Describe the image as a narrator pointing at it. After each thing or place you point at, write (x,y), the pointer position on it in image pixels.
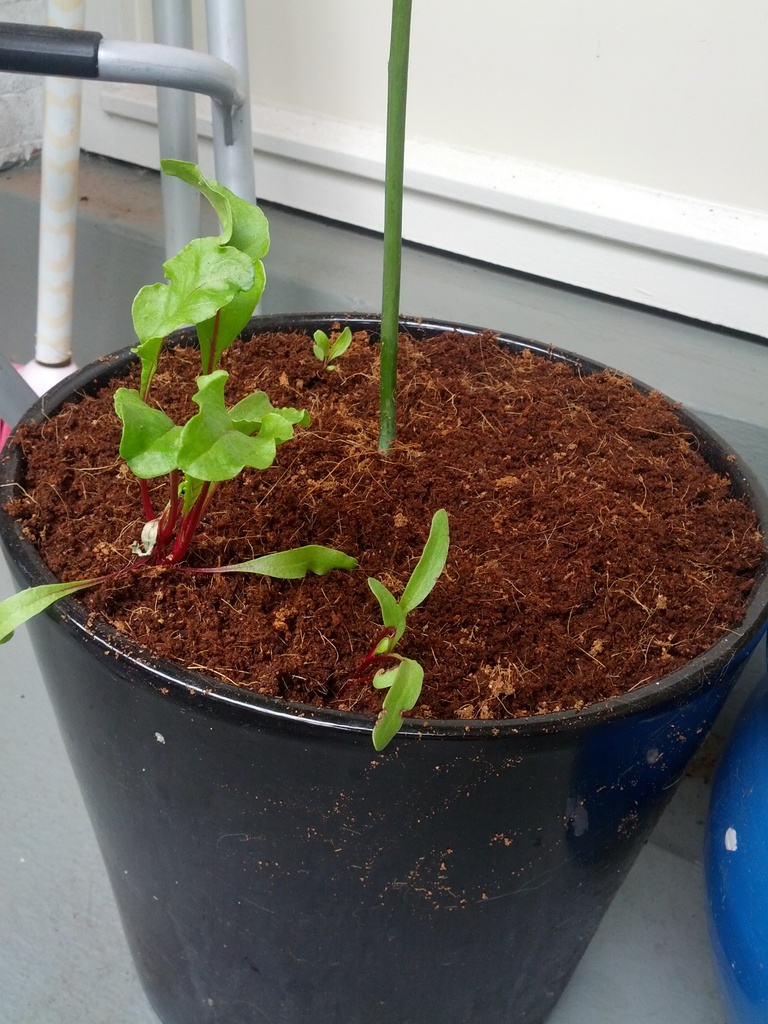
This is a zoomed in picture. In the foreground (419,833) there is a black color pot (329,775) containing some mud (494,528) and a small plant (425,596) and there are some objects (721,843) placed on the ground (110,237). In the background (381,8) we can see the wall (481,103) and the metal rods (182,138).
